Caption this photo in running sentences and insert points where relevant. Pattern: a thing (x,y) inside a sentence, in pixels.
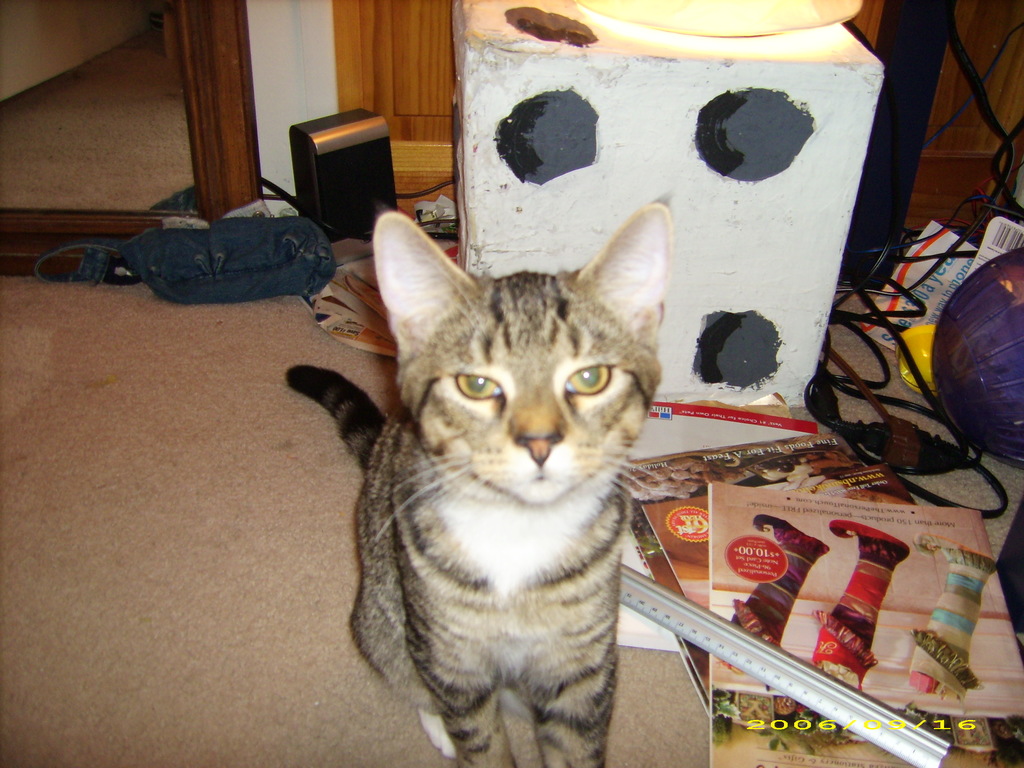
There is a cat (364,619) sitting on the floor (361,690) near a block (641,104) on which there is a lamp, and other objects (936,392). In the background (353,172), there is a speaker (366,122) and hand bag (164,249) near the door (368,35) and white wall (281,53).
